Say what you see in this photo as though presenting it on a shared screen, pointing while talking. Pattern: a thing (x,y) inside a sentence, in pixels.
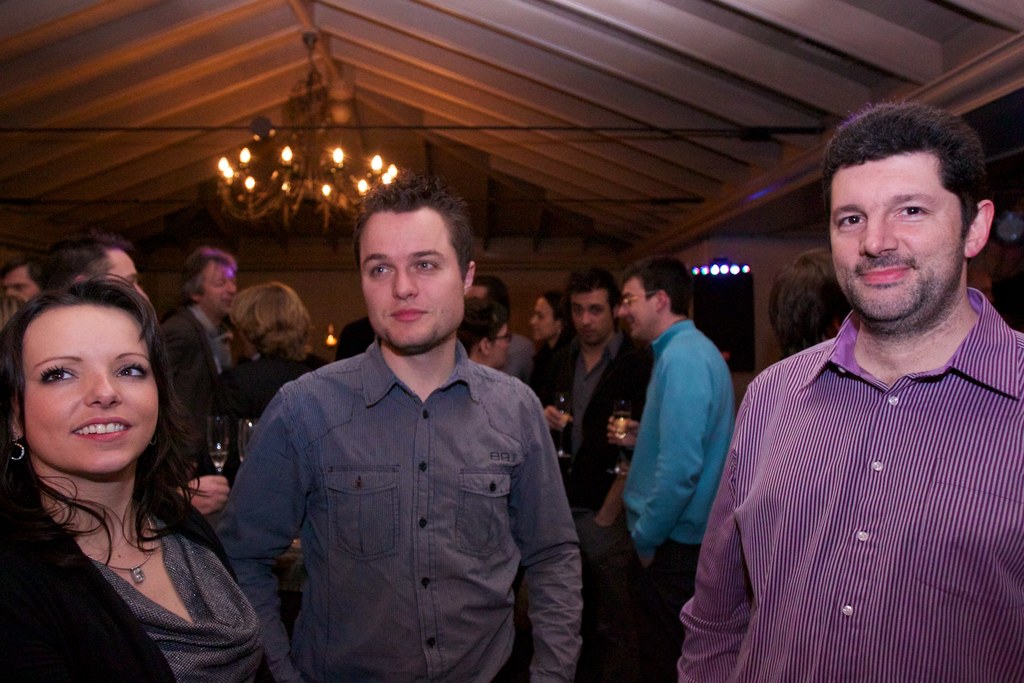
In the picture I can see three persons (459,626) standing and there are few other people (492,311) standing and holding a glass (616,414) of drink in their hands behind them and there is a jhoomar (395,169) attached to the roof (367,123) above them.
